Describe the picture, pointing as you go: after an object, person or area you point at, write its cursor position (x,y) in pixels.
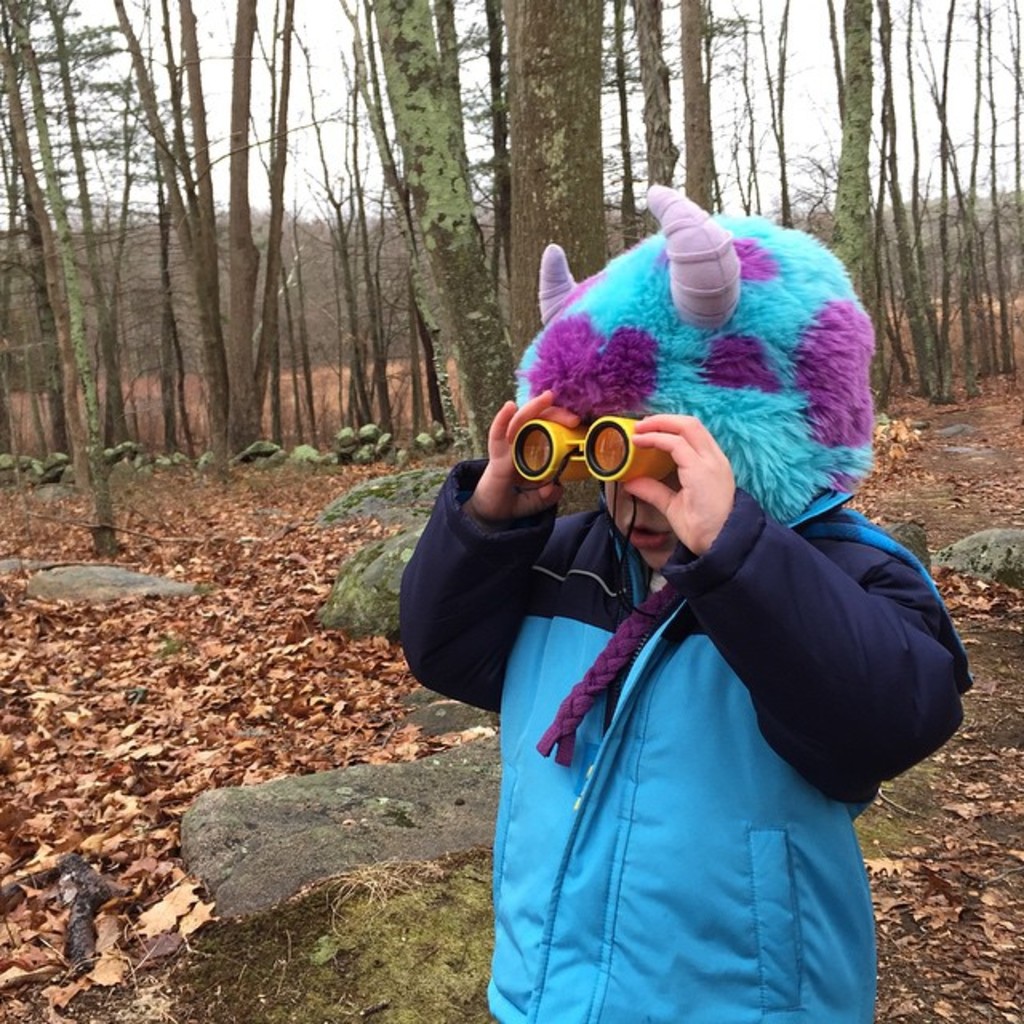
In this image, we can see a kid (596,611) standing and holding a yellow color object (659,466), there are some dried leaves (207,600) on the ground (137,760), there are some trees (202,273) and we can see a sky (315,81).
